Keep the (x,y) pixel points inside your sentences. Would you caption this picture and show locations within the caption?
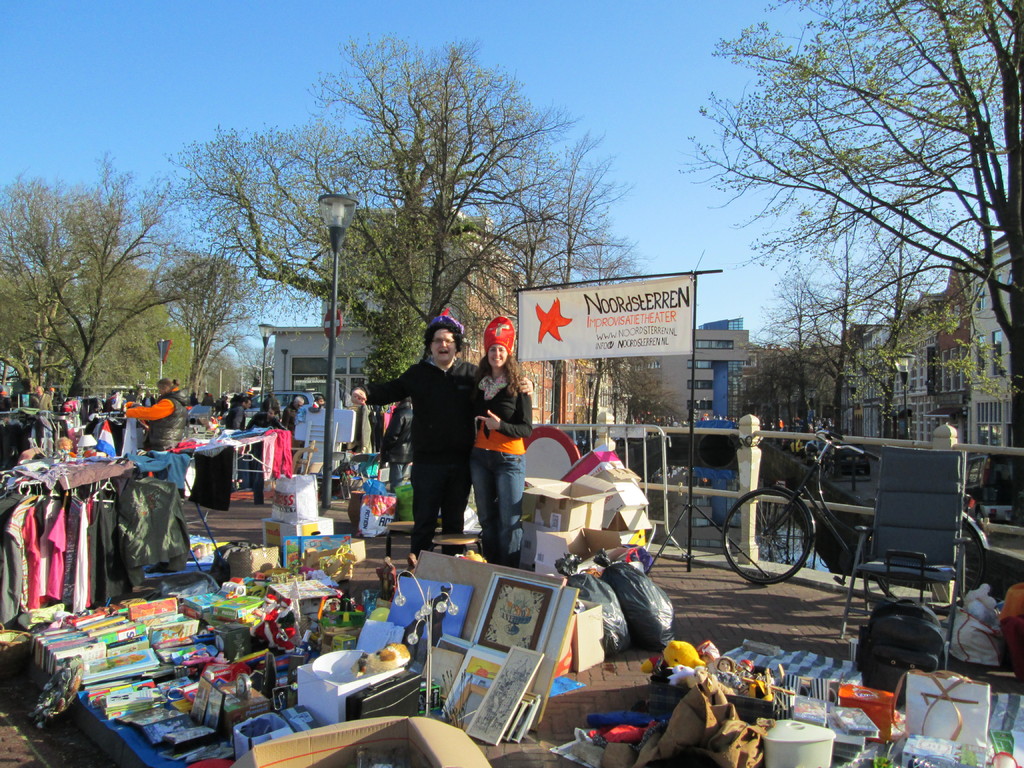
In this picture we can see a few people (497,475), vehicles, clothes (148,502) on the hanging rods (101,481), toys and some objects (564,556) on the ground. There are street lights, boards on the poles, trees (1014,355), buildings (278,355), other objects (734,444) and the sky (212,124).
